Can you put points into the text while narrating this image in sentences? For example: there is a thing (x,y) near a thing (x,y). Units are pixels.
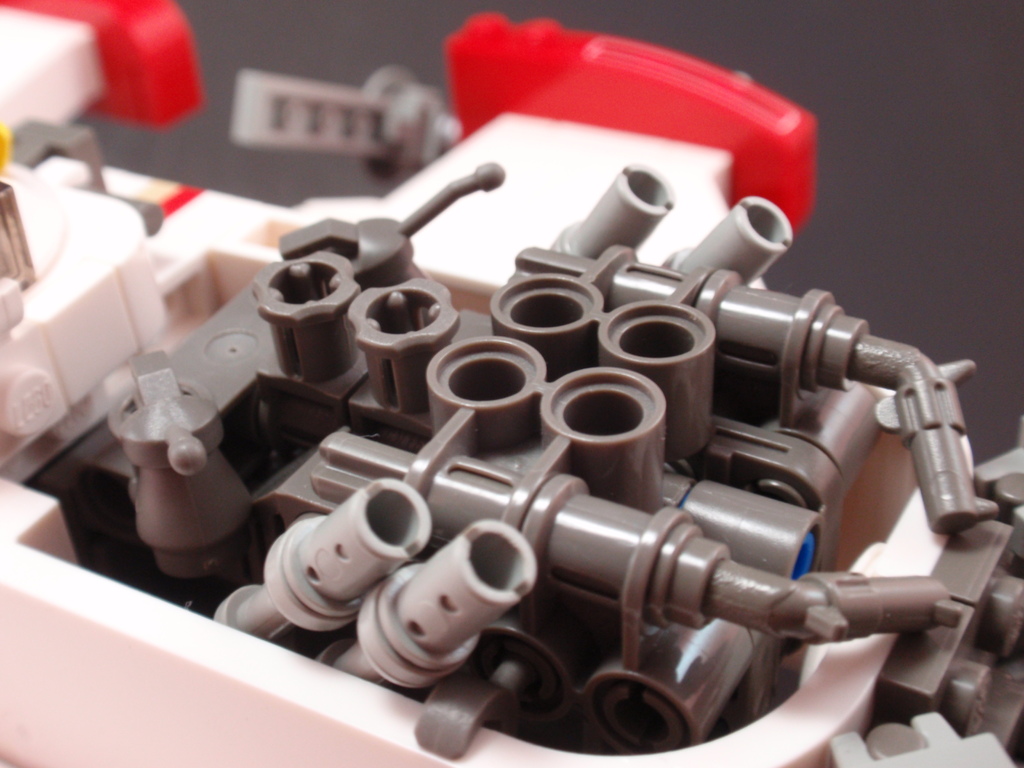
In this image there are some tool parts (475,523) in grey, white, red color.
